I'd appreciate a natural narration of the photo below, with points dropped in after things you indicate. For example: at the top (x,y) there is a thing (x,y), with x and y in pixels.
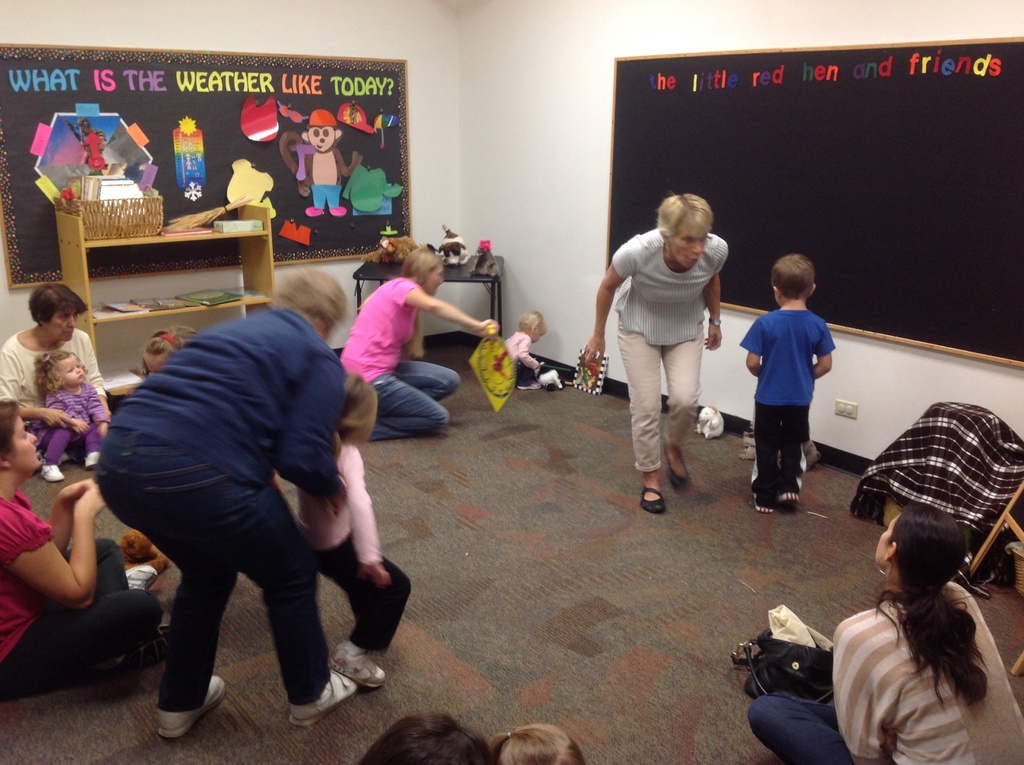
In this image I can see few people (401,399) are sitting and few are standing. They are wearing different color dresses (785,370). I can see few books (178,301) and few objects (192,224) on the rack (150,241). I can see two black boards (289,167) attached to the white wall (510,115).
